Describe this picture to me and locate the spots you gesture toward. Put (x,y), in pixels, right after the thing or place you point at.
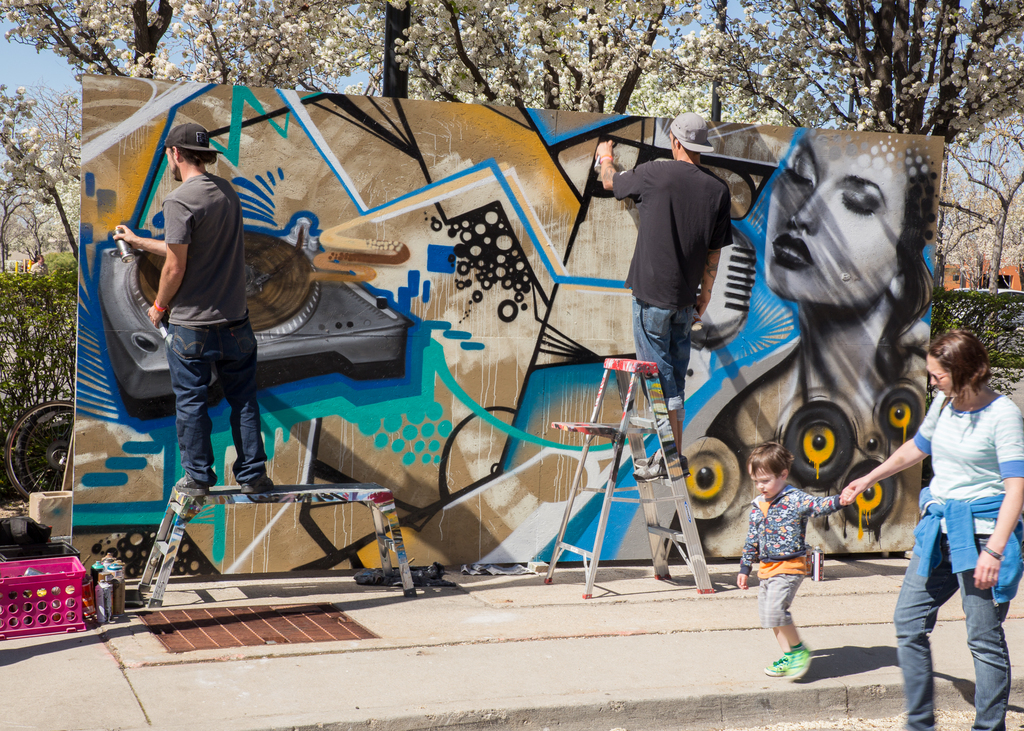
This image is taken outdoors. At the bottom of the image (669,669) there is a road (856,729) and a sidewalk (460,665). In the background (832,101) there are a few trees (970,281) and there is a sky (37,65). In the middle of the image (424,369) there is a board (405,530) and two men (182,261) are doing graffiti (451,328) on the board (354,429). They stood on the stool (316,494) and a ladder (638,421). On the right side of the image (925,506) a woman (932,544) and a kid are walking. On the left side of the image (33,576) there are a few things (36,595) on the sidewalk (186,644).
